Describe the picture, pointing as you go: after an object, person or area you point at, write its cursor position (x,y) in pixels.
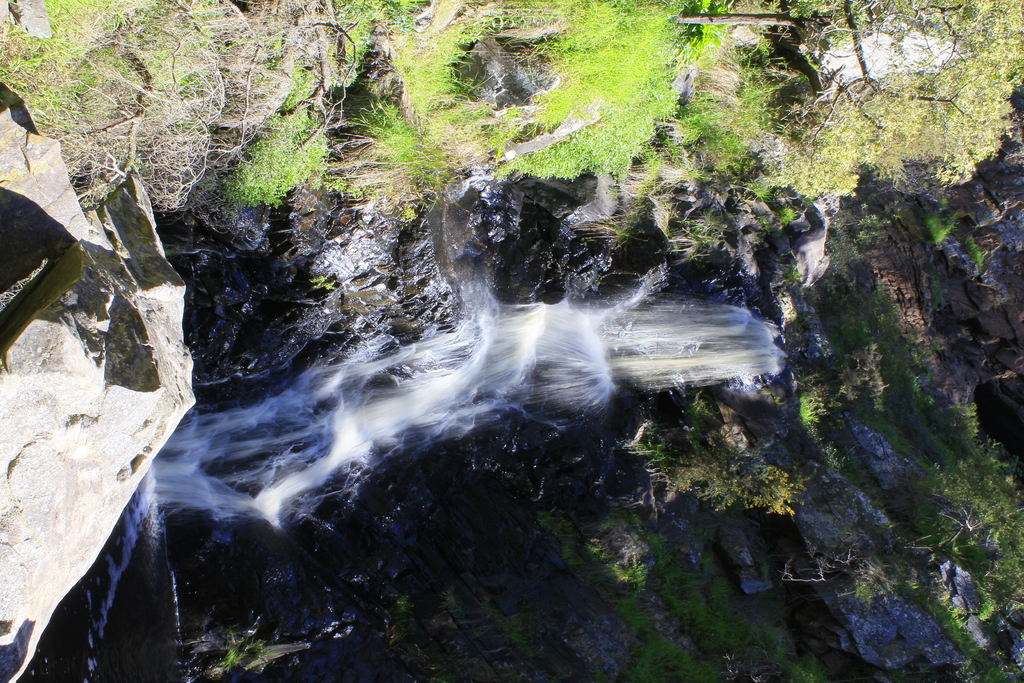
In this image I can see waterfalls (199,426), I can also see rocks (60,267). Background (722,127) I can see grass (595,127) and trees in green color.
